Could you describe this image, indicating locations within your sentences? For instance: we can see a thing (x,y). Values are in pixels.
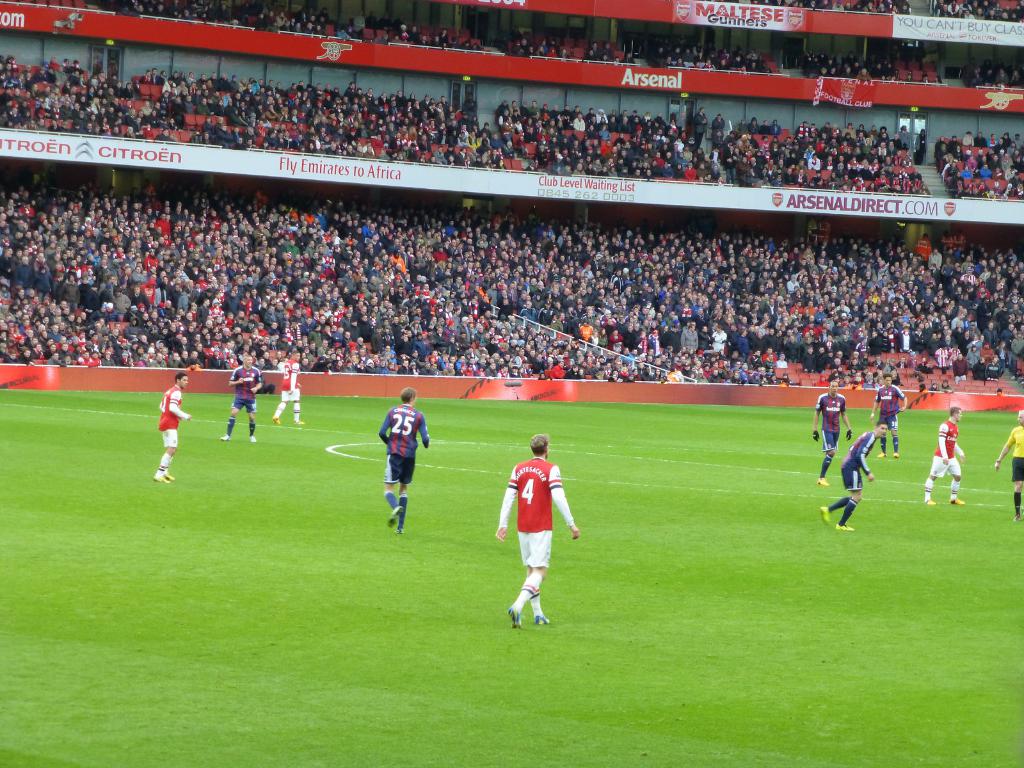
In this picture we can see some people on the ground (810,562) and in the background (1014,259) we can see advertisement boards (275,51), people (943,338).
